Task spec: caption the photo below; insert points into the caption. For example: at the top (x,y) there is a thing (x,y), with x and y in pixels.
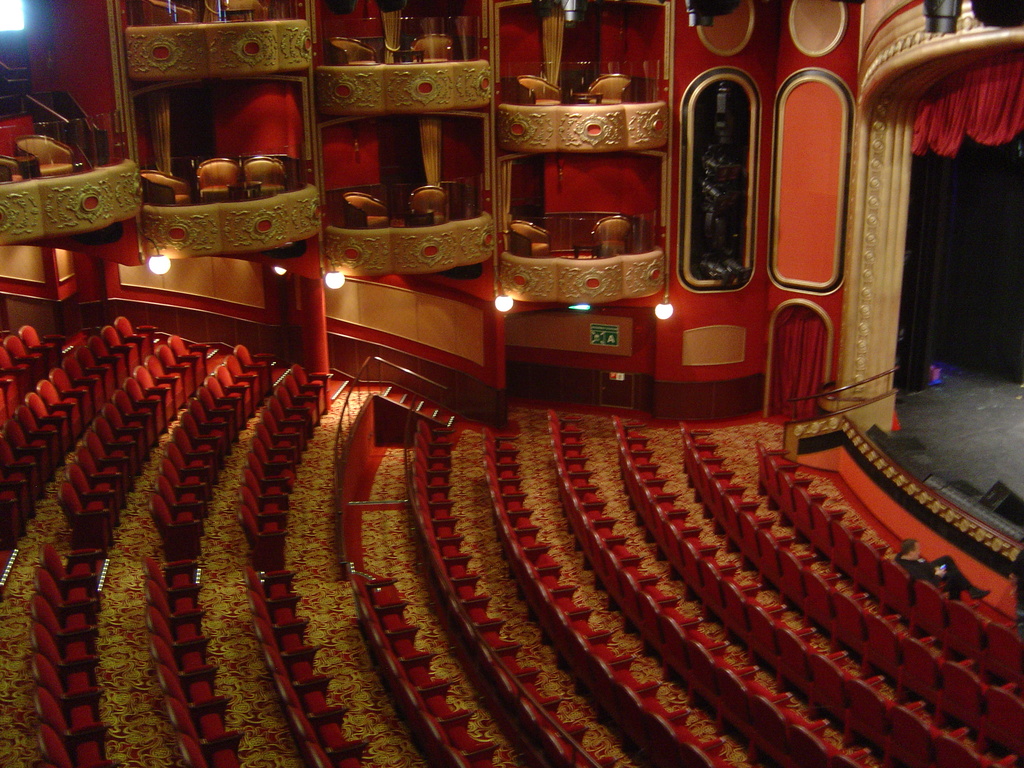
In the image it is a hall (248,568) and it has a lot of empty seats (157,400) and in the front (865,550) row a person (908,547) sitting on one of the seat (894,570), in front of him there is a dais (1018,404).
